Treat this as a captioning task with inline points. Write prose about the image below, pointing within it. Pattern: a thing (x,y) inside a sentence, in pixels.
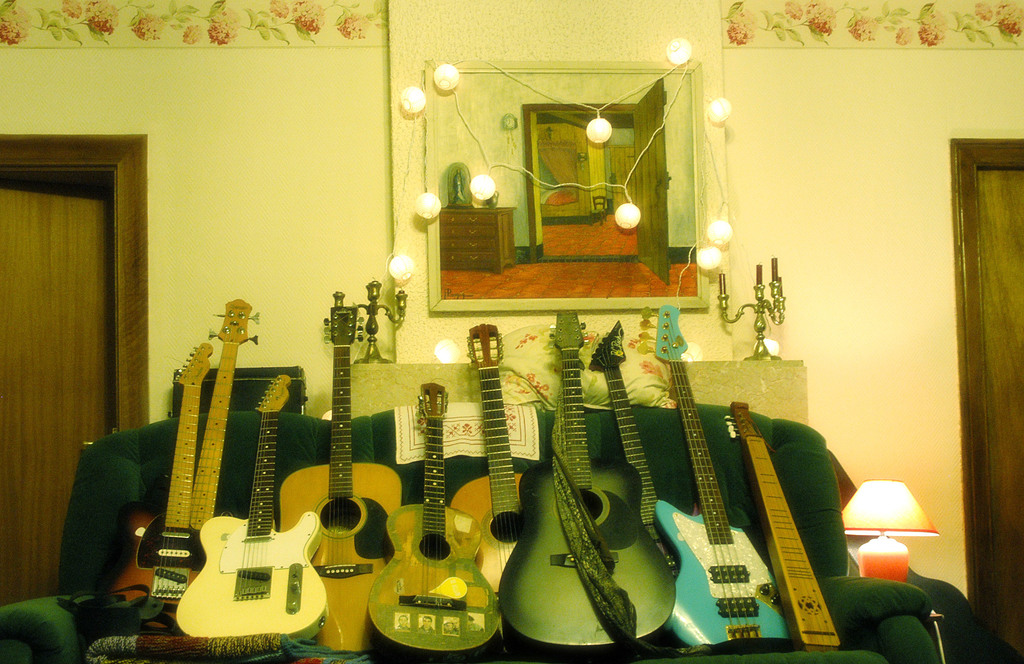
Some guitars (190,482) are placed on a sofa (79,546) in living room (851,572).
